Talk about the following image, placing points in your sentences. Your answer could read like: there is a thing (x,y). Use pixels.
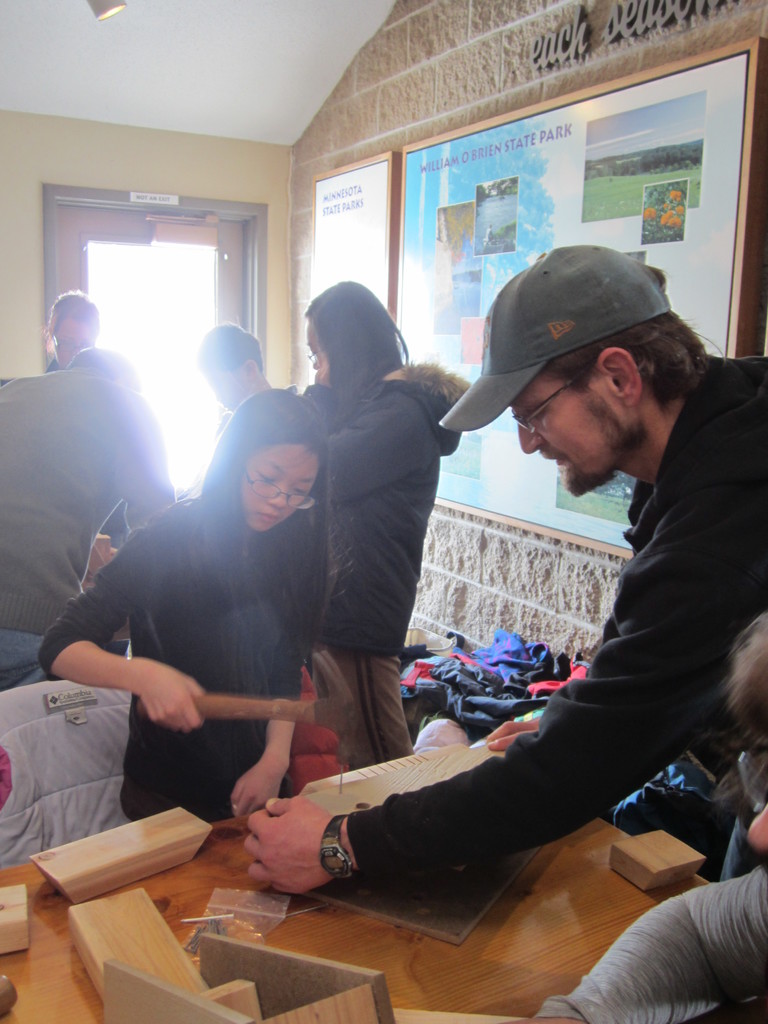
There is a girl (262,632) and a man (541,756) standing on either side of the tables (382,921) on which some wooden pieces (269,962) were placed. In the background (396,399) there are some people (255,377) standing. And we can observe a photo frame (472,217) attached to the wall (328,126) and a door (172,238) here.
